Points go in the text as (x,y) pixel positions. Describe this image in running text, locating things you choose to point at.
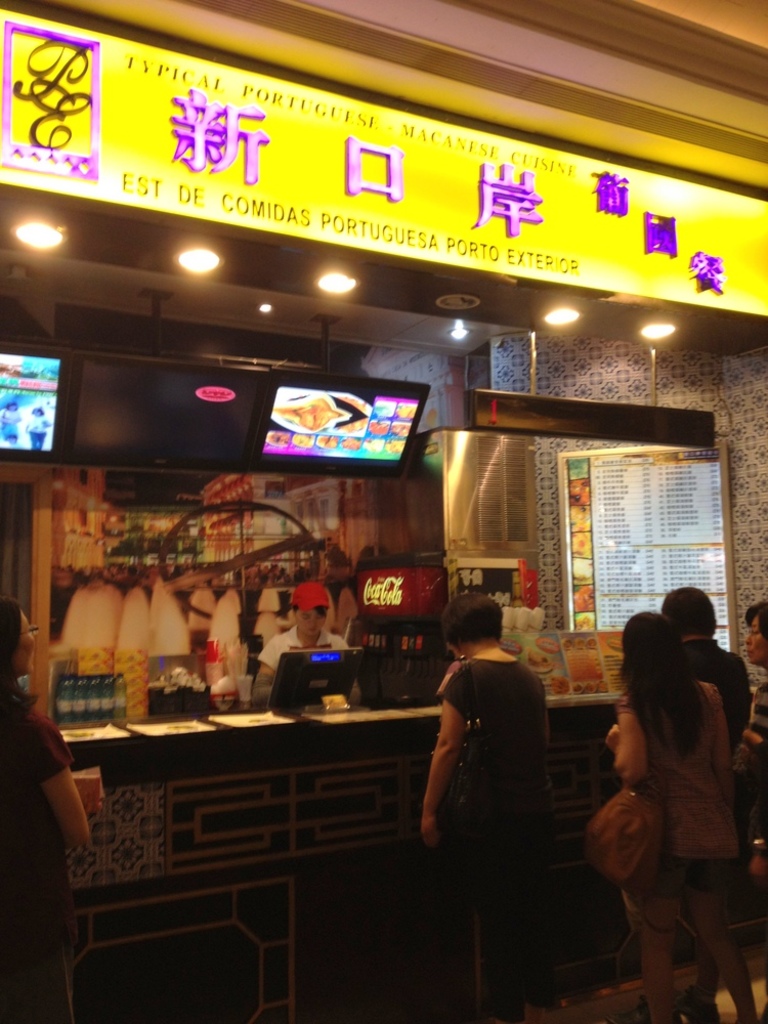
Here we can see few people (526,756). There are bottles (116,709), monitor (325,690), boards (614,499), screens (104,357), papers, and lights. There is a wall (680,376).
